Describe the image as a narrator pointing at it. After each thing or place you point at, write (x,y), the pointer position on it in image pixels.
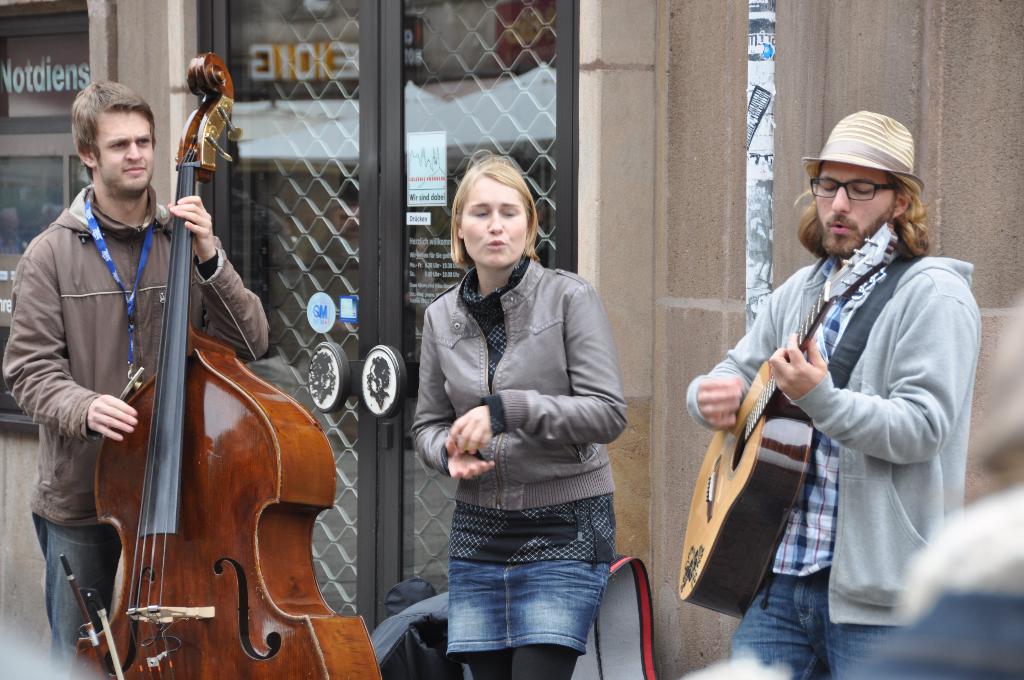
In this image we can see three people (552,300), among them two people (848,390) are playing musical instruments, in the background (279,305), we can see a building (590,235) with doors (387,199) and also we can see a pole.
